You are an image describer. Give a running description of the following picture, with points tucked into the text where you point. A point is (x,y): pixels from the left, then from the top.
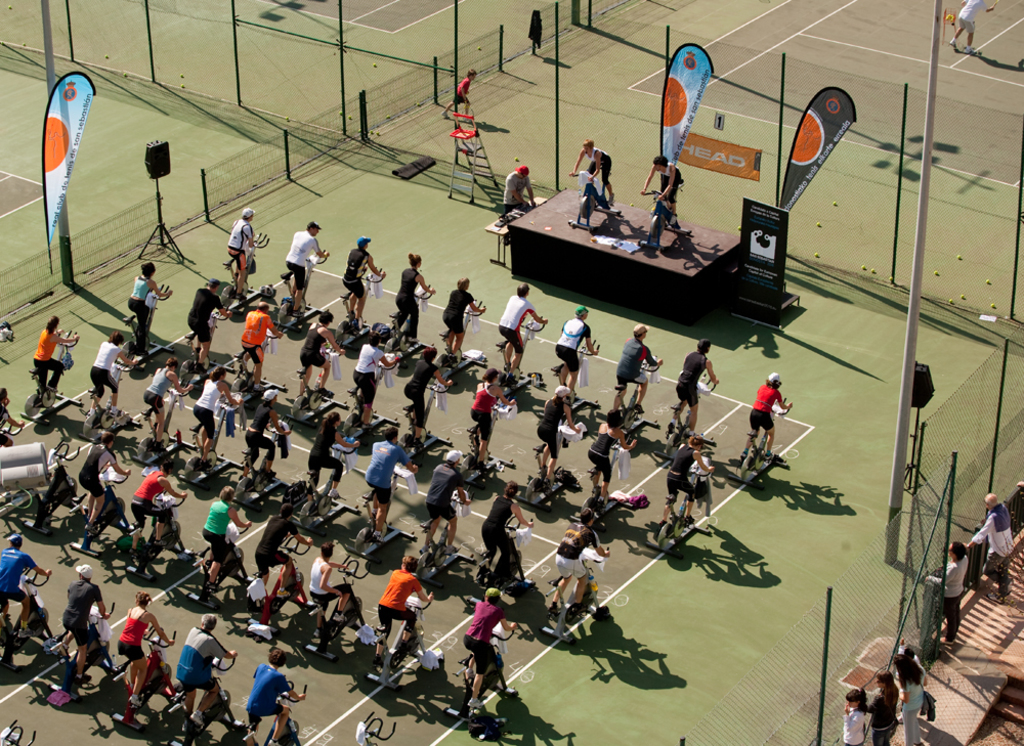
In this picture, we see many people (308,344) are cycling. In front of them, we see a stage (536,247) on which two people (661,174) are cycling. Beside them, we see a table (498,232) and a man (515,189) is standing beside that. Beside him, we see the stand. Beside the stage (723,254), we see a board (763,271) in black color with some text (755,277) written on it. Behind him, we see the fence (649,129) and banners (686,118) in blue and black color with some text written on it. Behind that, we see the balls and the boy (463,91) is playing with the balls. On the left side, we see the fence (430,94). In the right bottom (1007,518), we see people (905,673) are standing beside the fence (911,629).
